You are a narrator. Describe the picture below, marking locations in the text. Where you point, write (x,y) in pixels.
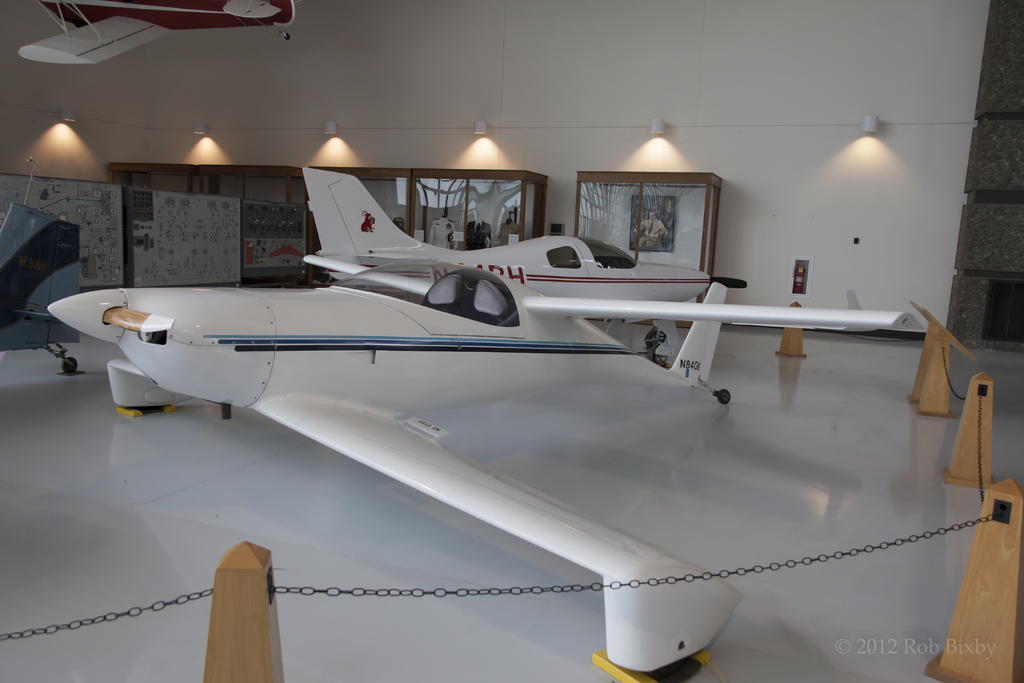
In this image we can see some airplanes (343,294) placed on the ground (414,515). In the foreground (242,598) we can see a group of poles (963,449) and chains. In the background (441,211), we can see clothes (509,232) placed in cupboards (456,205) and some lights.
